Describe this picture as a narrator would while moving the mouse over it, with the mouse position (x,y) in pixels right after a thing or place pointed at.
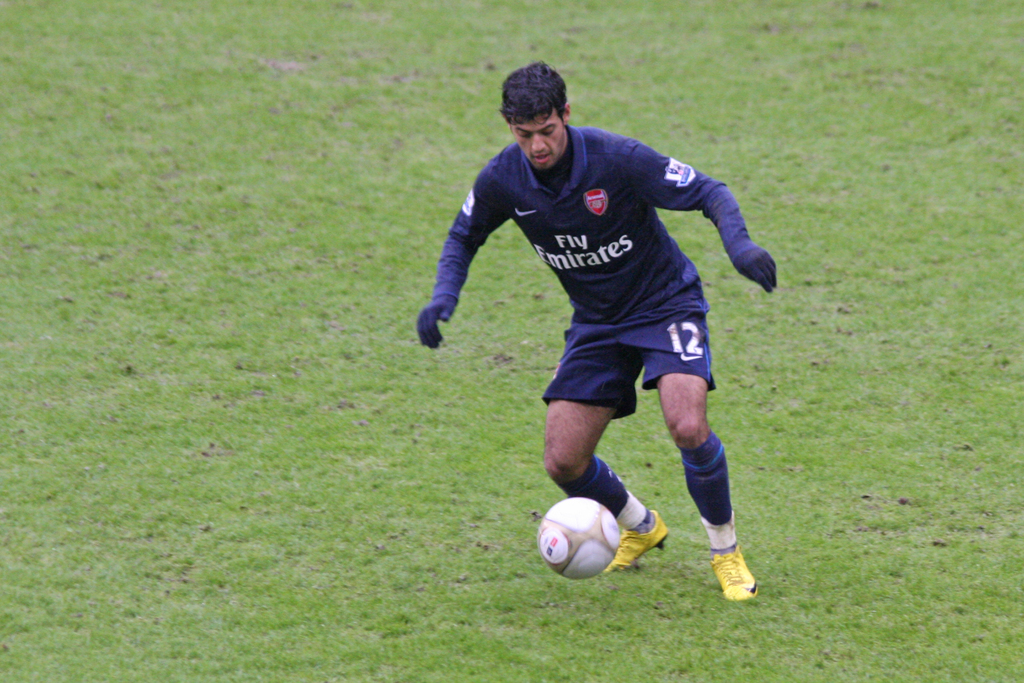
In this picture we can see a man (754,264) playing with a football (599,528) in a grass (739,101). He is wearing shirt (590,238) with full length sleeves (651,206) and gloves (763,278) which are in blue colour.
